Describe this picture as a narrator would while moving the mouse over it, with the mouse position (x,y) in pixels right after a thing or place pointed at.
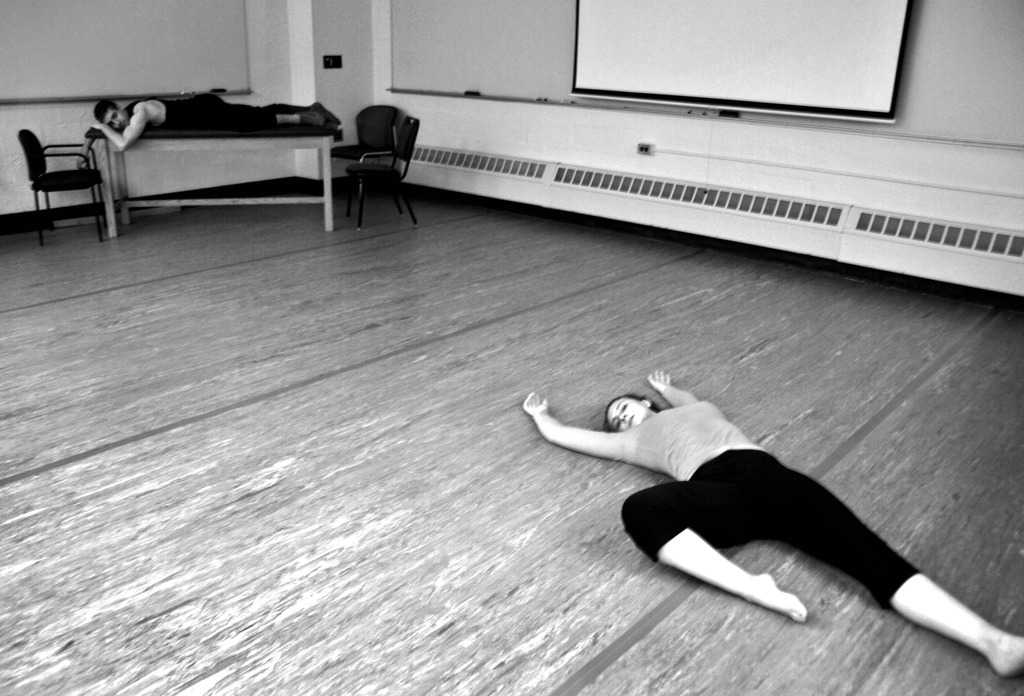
This is a black and white image. On the right side (764,503) there is a woman (696,524) laying on the floor (448,505). In the background (251,115) there is another person (118,148) laying on a table (269,144). Beside the table (327,166) there are few empty chairs (374,168). In the background (341,45), I can see the wall (341,45) on which a screen (687,62) is attached.
